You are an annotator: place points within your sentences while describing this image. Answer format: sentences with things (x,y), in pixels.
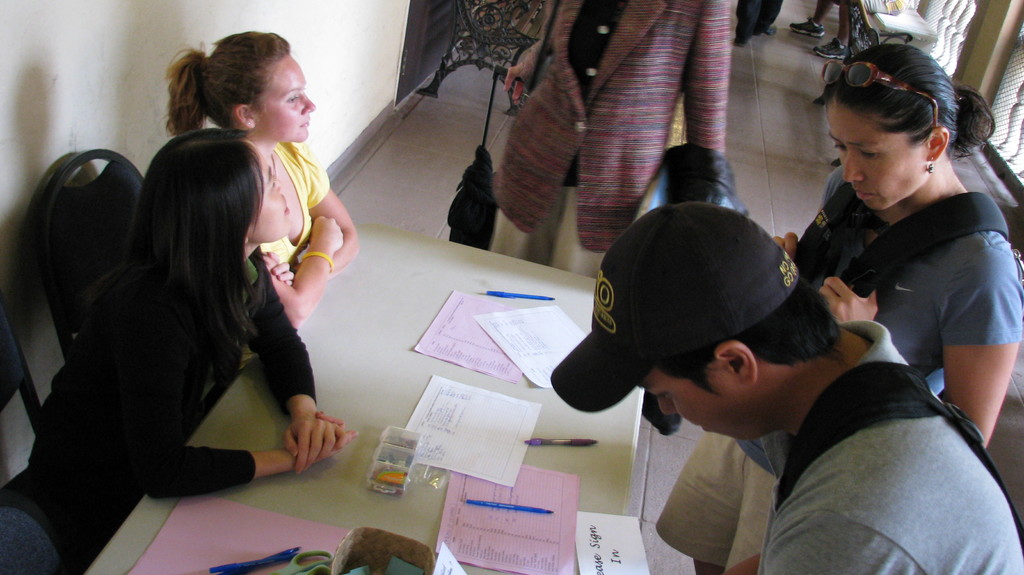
In this image, we can see a group of people (710,478). Few are sitting on the chair (64,297) and standing. Few are wearing a backpack (881,379). In the middle of the image (391,328), we can see a table (377,374), so many things (182,536) and items (402,439) are placed on it. Top of the image (513,132), we can see a person (518,127) is holding an umbrella (498,78). Here we can see human legs (751,25), few chairs (869,28), railings (942,7), wall (341,45) and door (413,55).
